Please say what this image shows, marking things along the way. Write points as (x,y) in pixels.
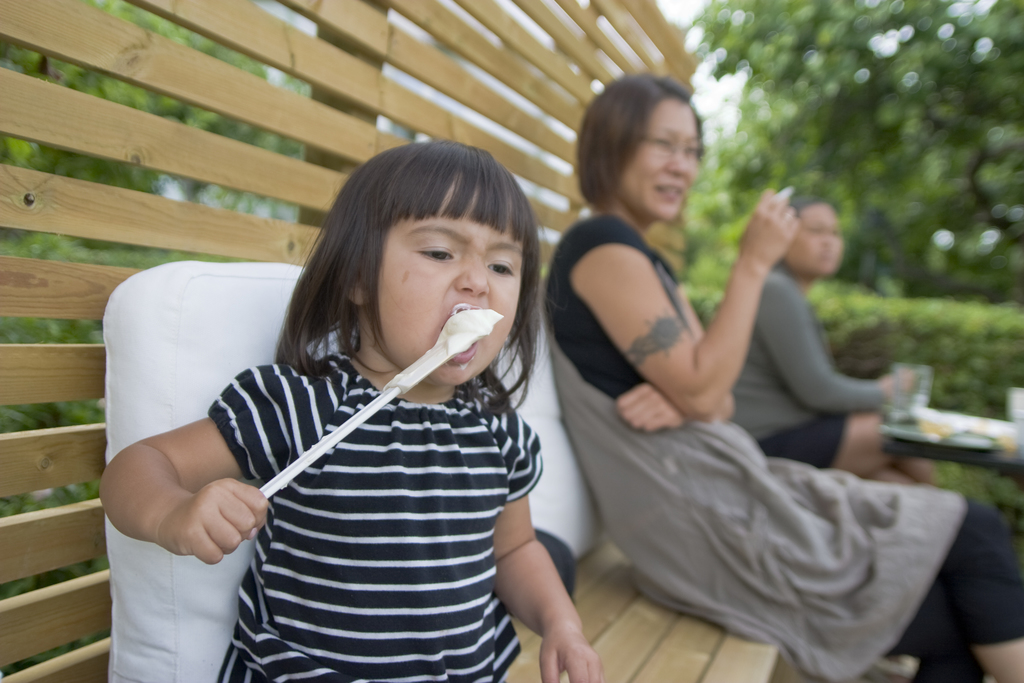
In this image there is one bench (241,563) on that bench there are two women (785,351) who are sitting, and in the foreground (436,387) there is one girl (336,519) who is holding something and eating. And on the right side (953,425) there is a table (899,439), on table (957,452) there are some plates (969,422) and glasses (919,382). In the background (848,143) there are some trees (731,162).
